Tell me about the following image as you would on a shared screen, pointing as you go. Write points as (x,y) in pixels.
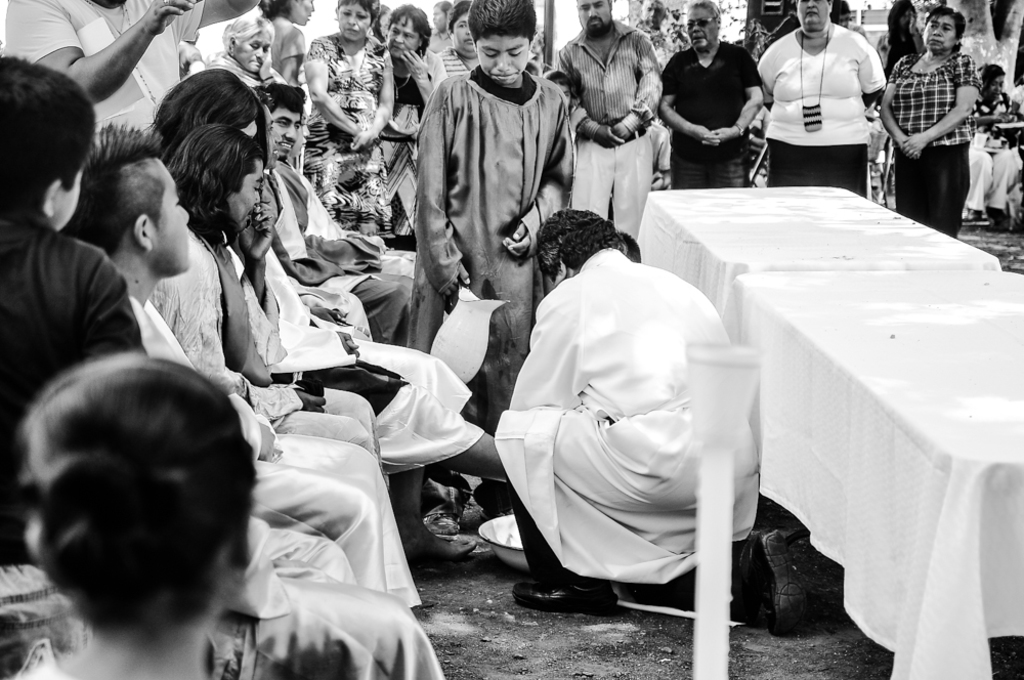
This is a black & white picture. Here we can see few persons (306,261) sitting on chairs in front of a table (967,349) and on the table (917,370) there is a white cloth (800,345). Here we can see one man (658,338) on the floor (516,626). Here we can see all the persons (465,31) standing. on the background (994,113) we can see few persons (994,113) sitting. This is a branch (978,65).
